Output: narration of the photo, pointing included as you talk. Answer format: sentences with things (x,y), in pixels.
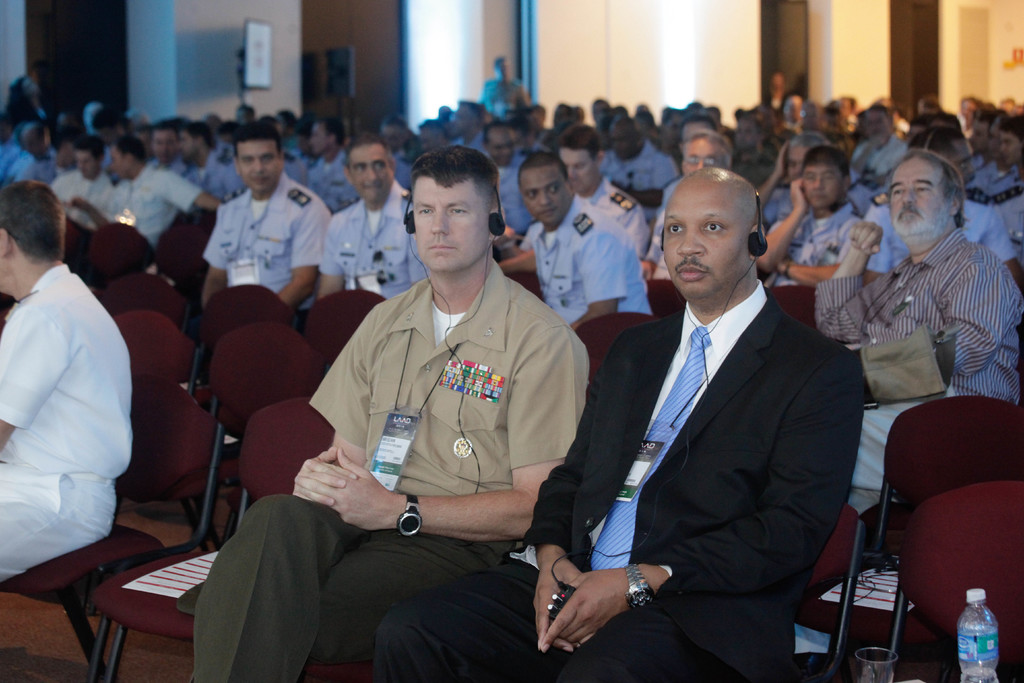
In this image there are people (431,434) sitting on chairs (155,426) in the foreground (435,403). There is wall (674,55) and doors (765,83) in the background (676,74).
